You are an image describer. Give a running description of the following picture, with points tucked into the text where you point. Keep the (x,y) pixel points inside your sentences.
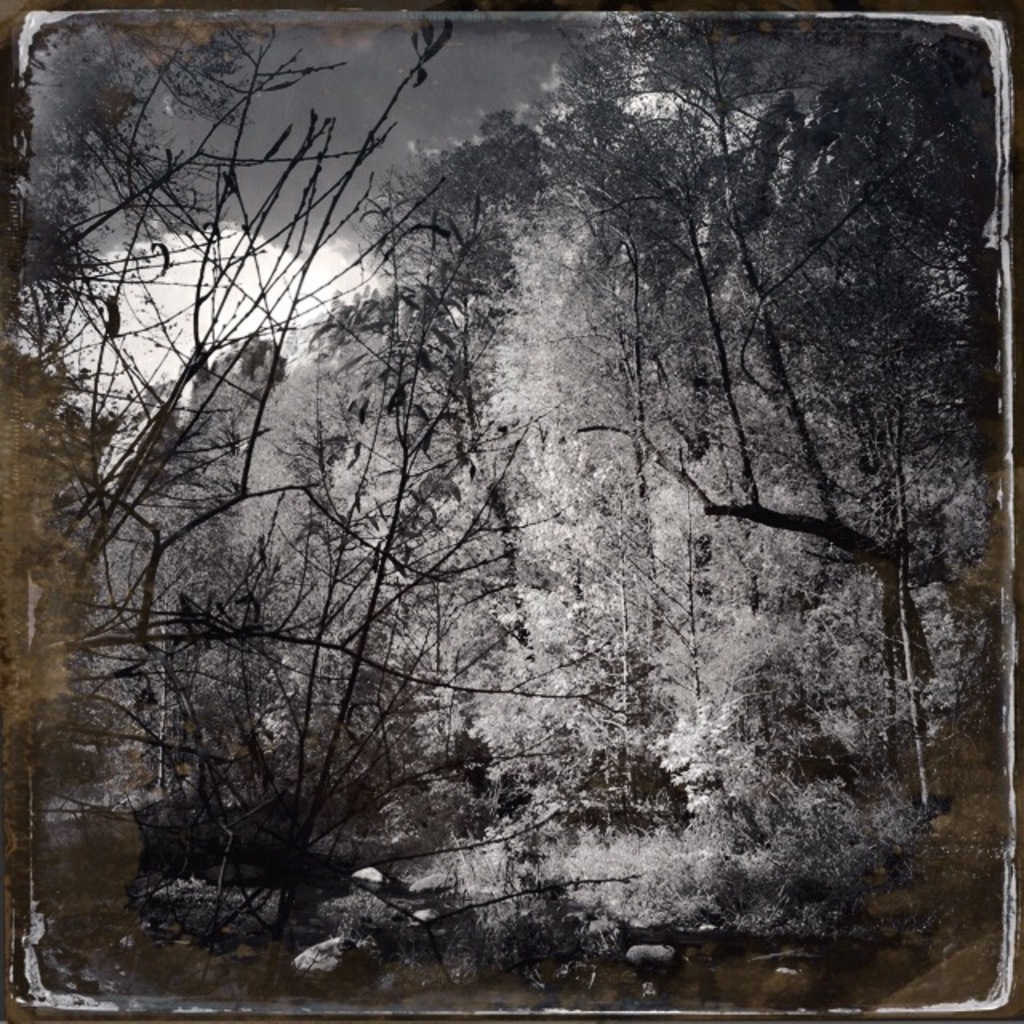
This is black and white picture where we can see trees (536,655) and plants (669,797). Top of the image (346,60) cloud (353,171) is there.
